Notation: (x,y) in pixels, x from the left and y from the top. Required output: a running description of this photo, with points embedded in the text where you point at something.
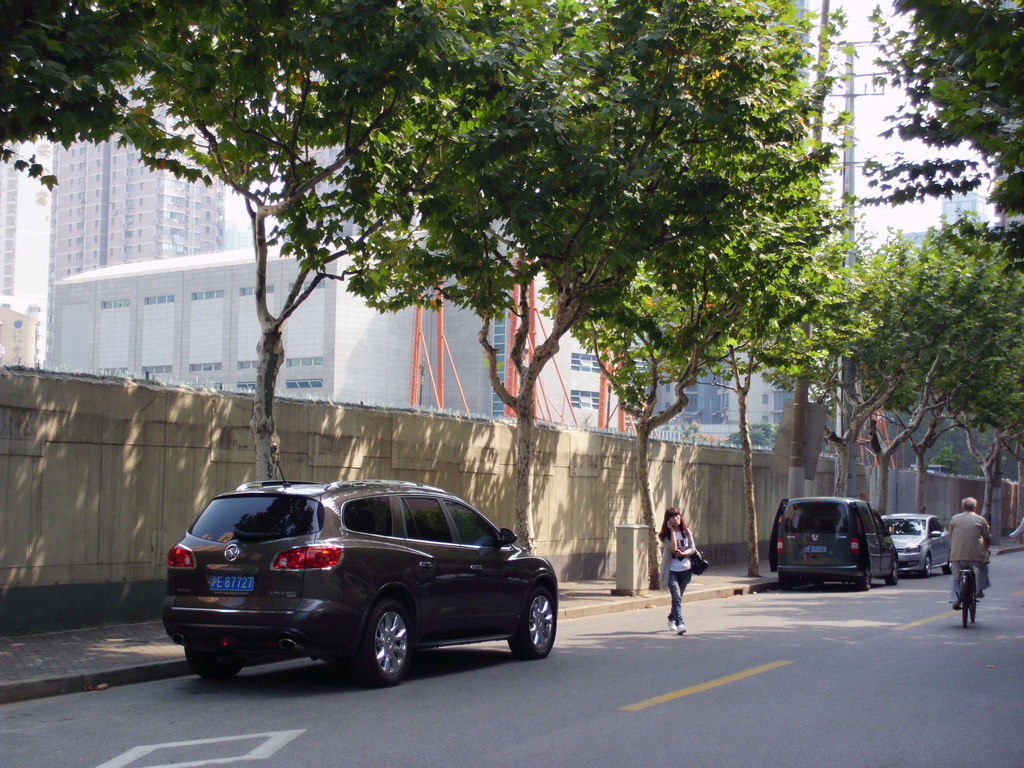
This is completely an outdoor picture. On the background of the picture (224,262) we can see few huge buildings (302,307). From here partial part of the sky (884,85) is visible and it seems like a sunny day. This is a wall (409,457). This is the road (766,715). Here we can see three cars (818,565) on the road (664,623). we can see one man (956,609) sitting and riding bicycle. Here we can see a women (672,613), she is talking over the phone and walking on the road (680,646) and she wore a black colour handbag (698,562).
